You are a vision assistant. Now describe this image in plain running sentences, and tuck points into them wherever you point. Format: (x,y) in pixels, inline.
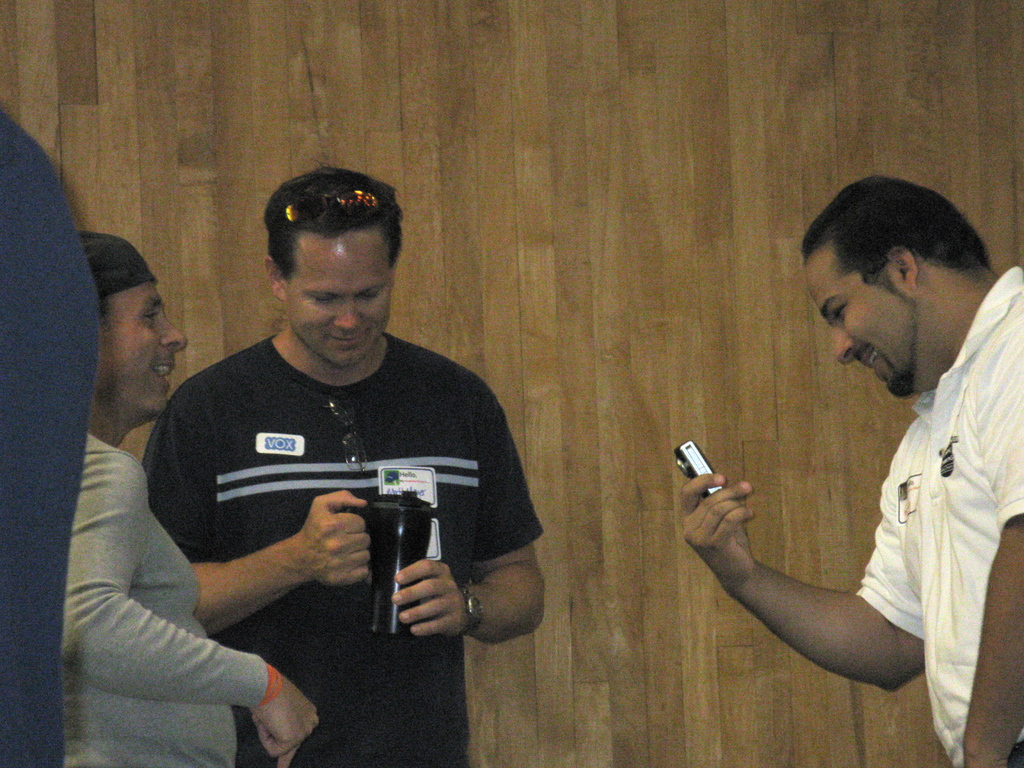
In this image there are three persons (891,484) who are standing and one person (721,508) is holding a camera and one person (358,584) is holding a bottle (390,601) and in the background (502,206) there is a wooden wall (534,412).
